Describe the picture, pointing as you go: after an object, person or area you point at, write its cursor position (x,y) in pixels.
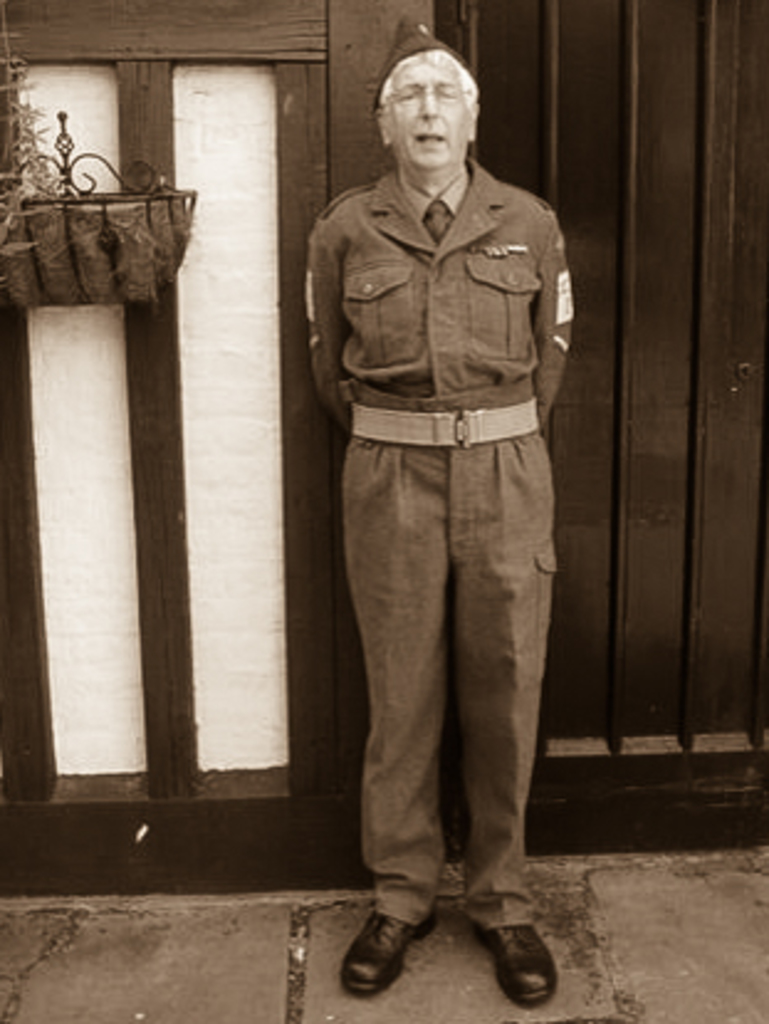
In this image we can see a man (490,309) wearing the cap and also the uniform (514,884) and standing on the path (362,899). In the background (531,119) we can see the door (748,246), grill (55,301) and also the flower pot (126,246).
